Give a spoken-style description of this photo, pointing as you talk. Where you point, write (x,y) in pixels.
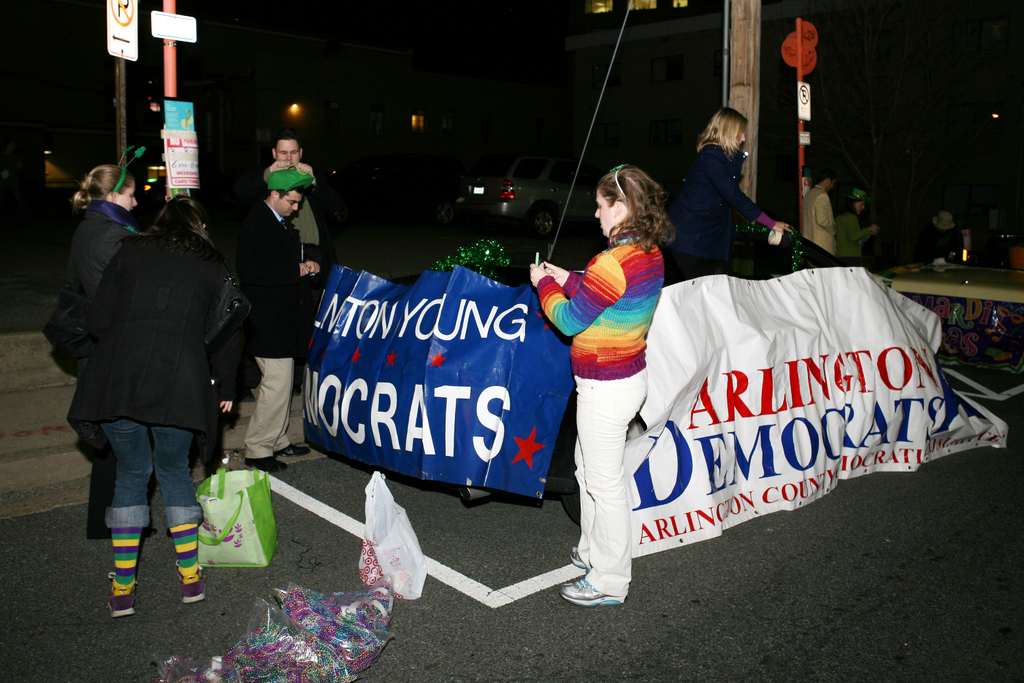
In this image there are group of people (585,473) standing on the floor (522,514) near the banners (649,378). At the bottom (297,618) there are covers (319,639) and bags (270,540) on the road (462,585). In the background (227,68) there are buildings (239,51). In front of the buildings (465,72) there are few cars (432,195) parked on the road (476,220). This image is taken during the night time. On the left side (124,118) there are poles (124,102) on the road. To the poles (169,82) there are boards (126,42).
